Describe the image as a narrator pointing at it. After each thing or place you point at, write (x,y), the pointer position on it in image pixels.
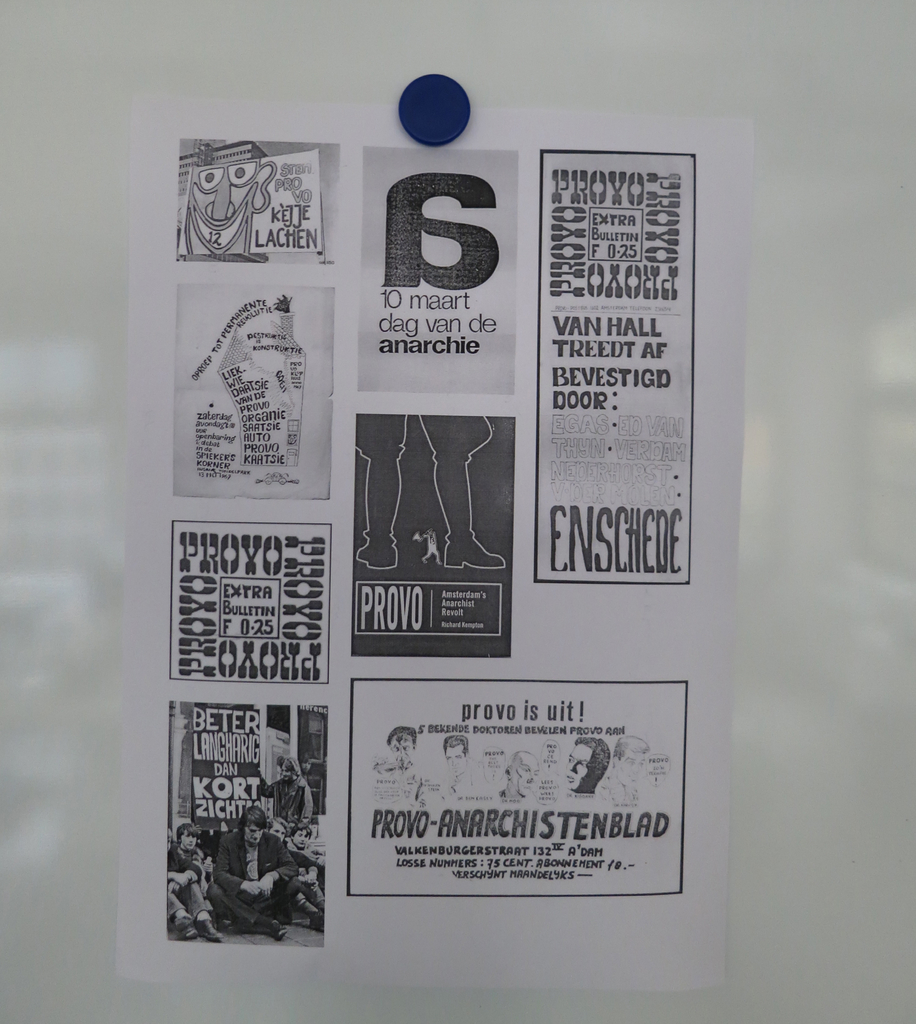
In this image, we can see some papers (151,145) pasted on the board (807,351).
